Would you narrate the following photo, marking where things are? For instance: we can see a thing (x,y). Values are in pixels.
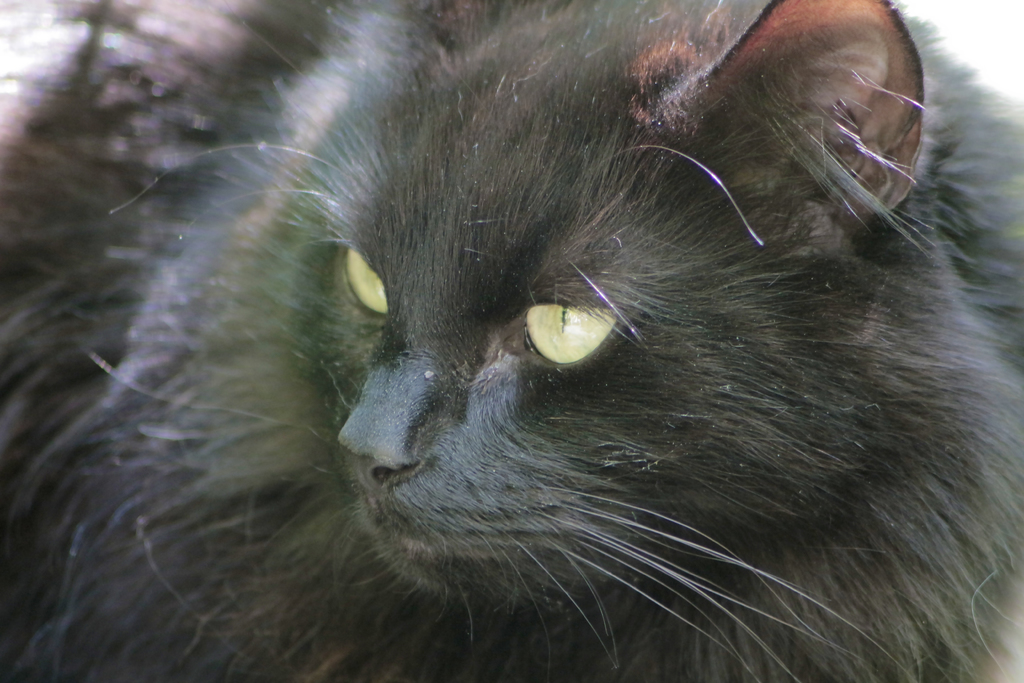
This picture is mainly highlighted with a black cat (230,425).
